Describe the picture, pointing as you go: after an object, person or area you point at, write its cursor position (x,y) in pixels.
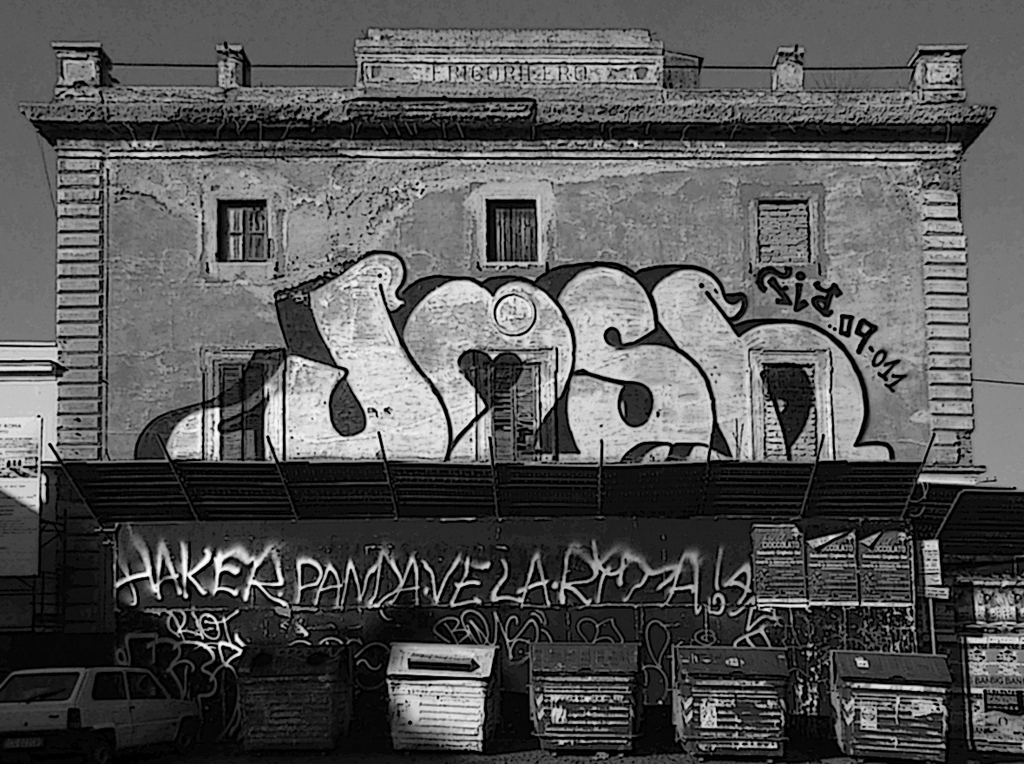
In this picture we can see a building (408,343), at the left bottom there is a car (150,676), we can see dustbins (690,722) at the bottom (378,711), it is a black and white image, we can see graffiti (608,320) on the wall (533,299).
